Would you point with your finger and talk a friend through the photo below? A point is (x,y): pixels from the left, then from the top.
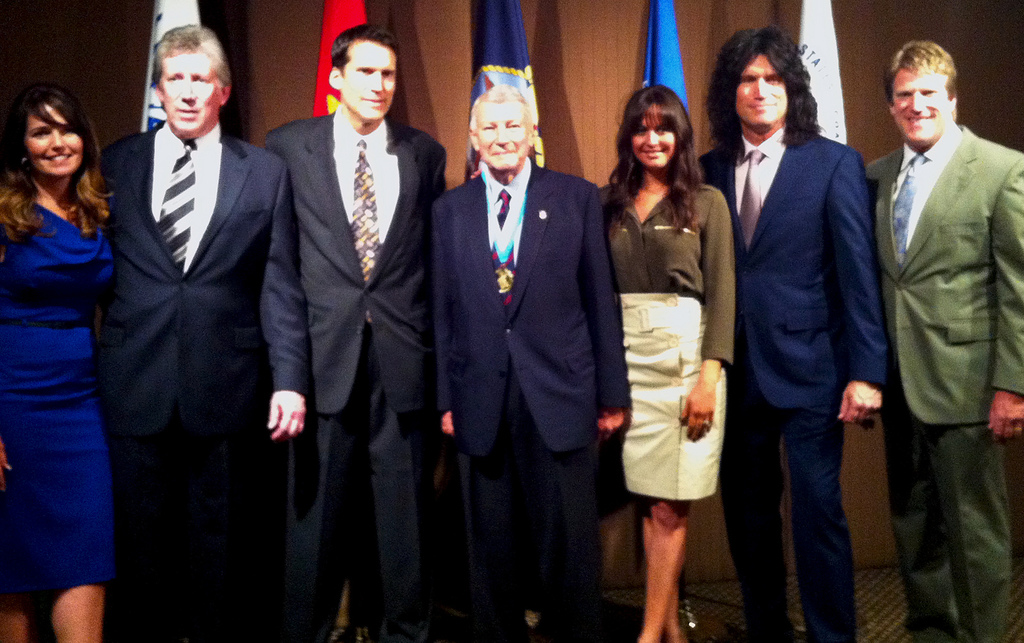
In this image I can see number of people (537,266) are standing and I can see all of them are wearing formal dress (264,252). I can also see few of them are smiling and behind them I can see five flags (655,56).
